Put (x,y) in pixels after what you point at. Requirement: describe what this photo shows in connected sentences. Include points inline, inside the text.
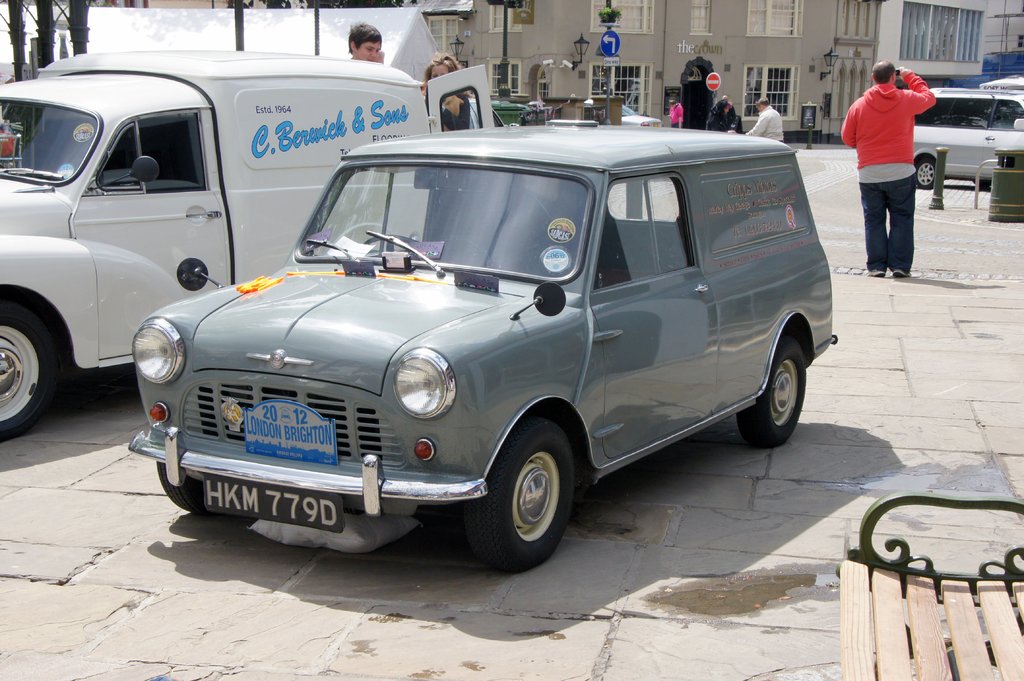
In the image there are cars (378,284) and trucks (385,138) on the road (865,344) with people (877,148) walking in the behind with buildings (809,13) in the background (664,35).
